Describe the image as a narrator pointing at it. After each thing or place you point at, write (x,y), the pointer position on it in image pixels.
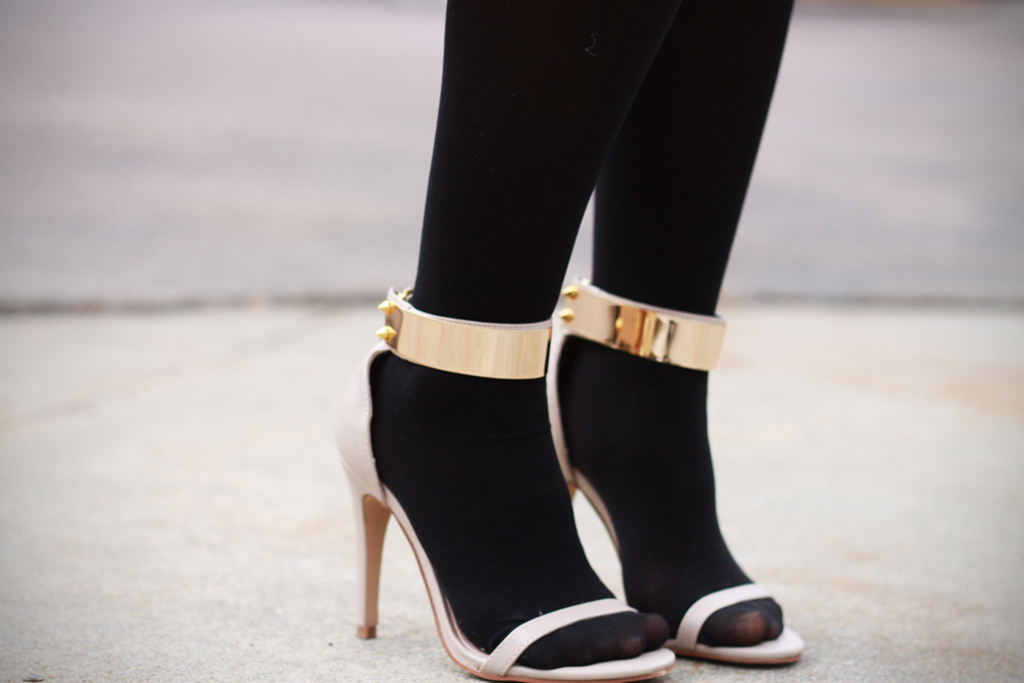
In this image we can see the legs (542,267) of a woman (505,238) wearing sandals (451,348).
